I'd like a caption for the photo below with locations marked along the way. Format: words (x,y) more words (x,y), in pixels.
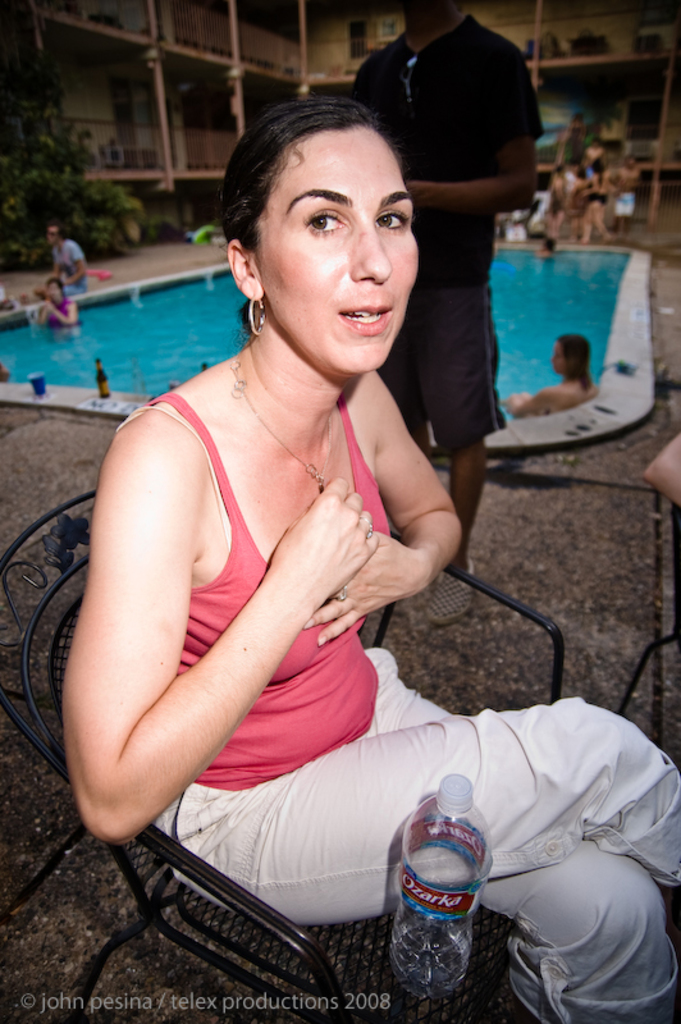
Here we can see that a woman (269,308) is sitting on the chair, and at back (452,166) a man (461,275) is standing, and here is the swimming pool (566,253), and here is the building (314,60), and here is the tree (58,142), and there are group of people (578,160) standing here.
